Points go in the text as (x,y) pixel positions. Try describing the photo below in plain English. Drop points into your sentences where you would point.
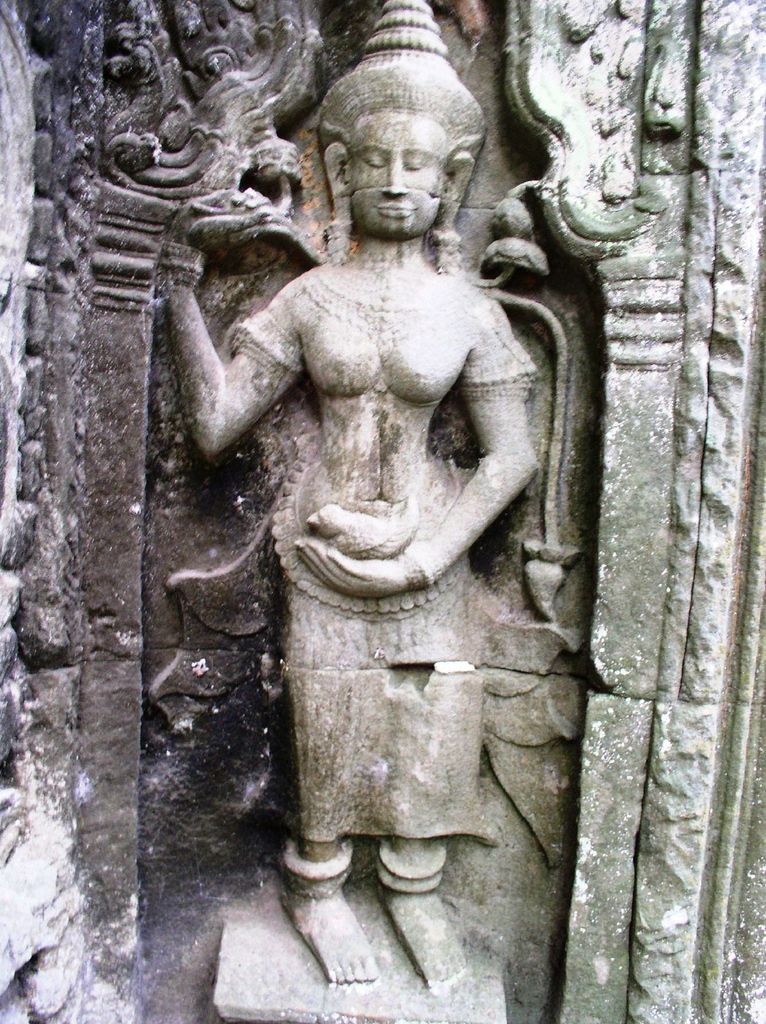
In this image we can see a sculpture (386,425) of a person (493,502).
